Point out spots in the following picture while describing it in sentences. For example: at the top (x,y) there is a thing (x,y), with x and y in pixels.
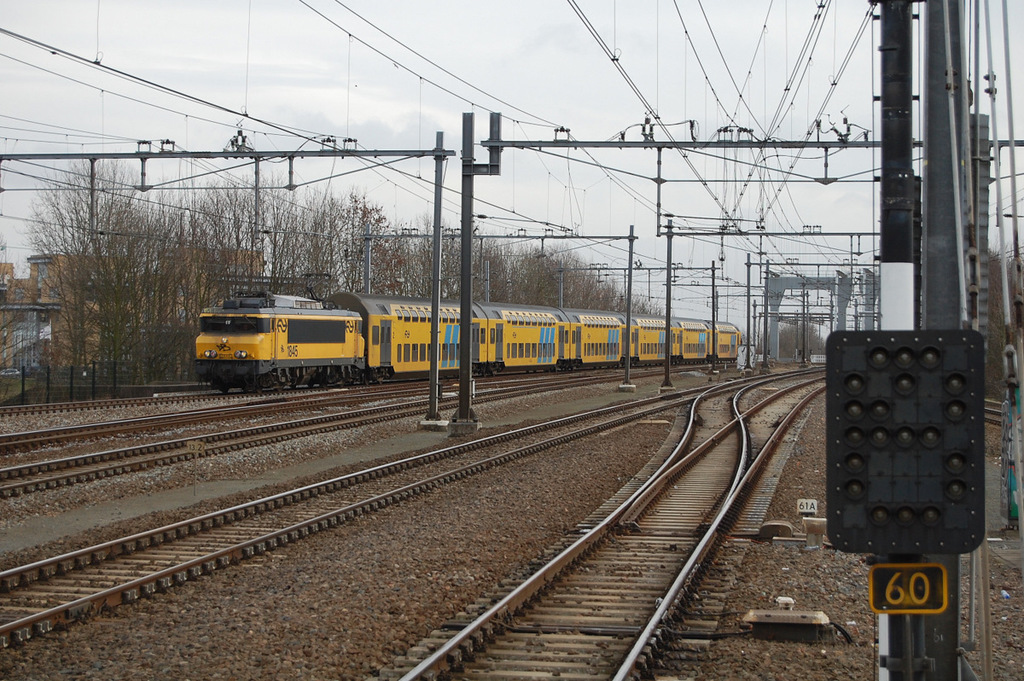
In this image we can see an electric train (369,343) on the railway track (179,398). Right side of the image (942,149) poles (947,565) are there. Background of the image (49,262) dry trees (150,295) and buildings (15,303) are present.
